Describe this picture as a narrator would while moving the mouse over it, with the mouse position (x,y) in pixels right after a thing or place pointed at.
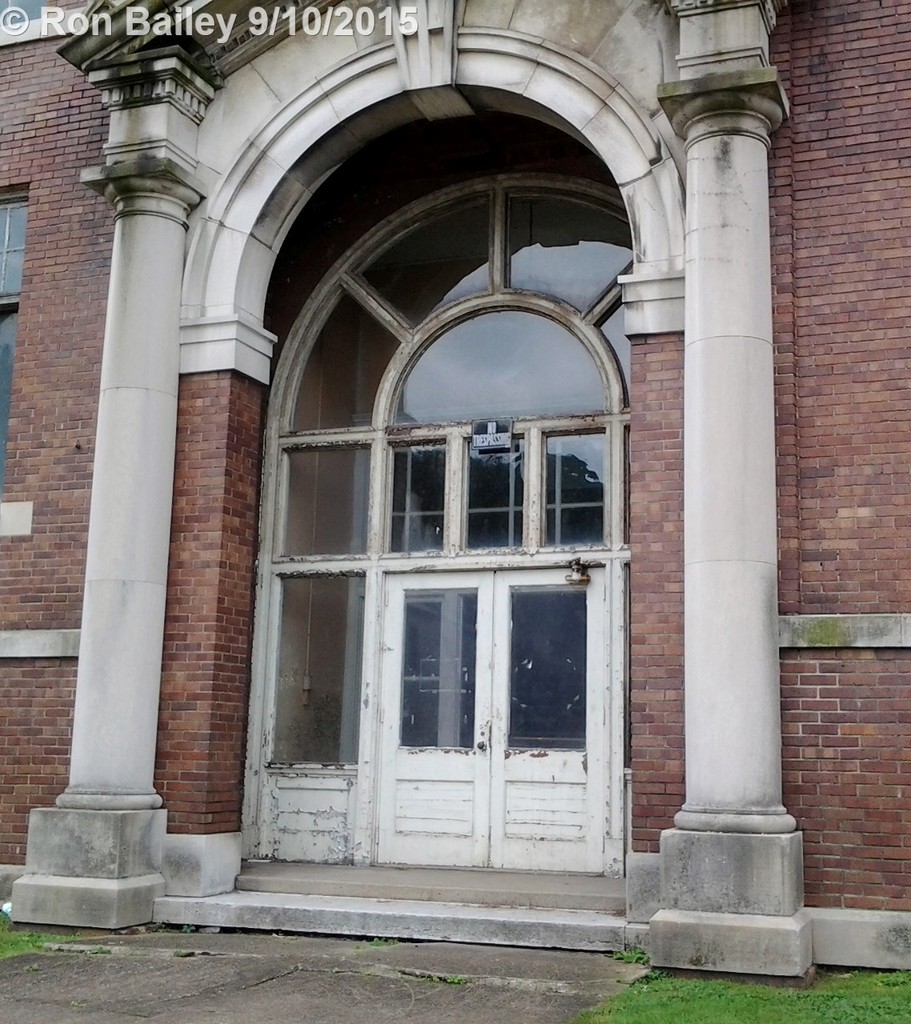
In this image we can see a door (436,626), pillars (155,427), grass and floor (357,969).
